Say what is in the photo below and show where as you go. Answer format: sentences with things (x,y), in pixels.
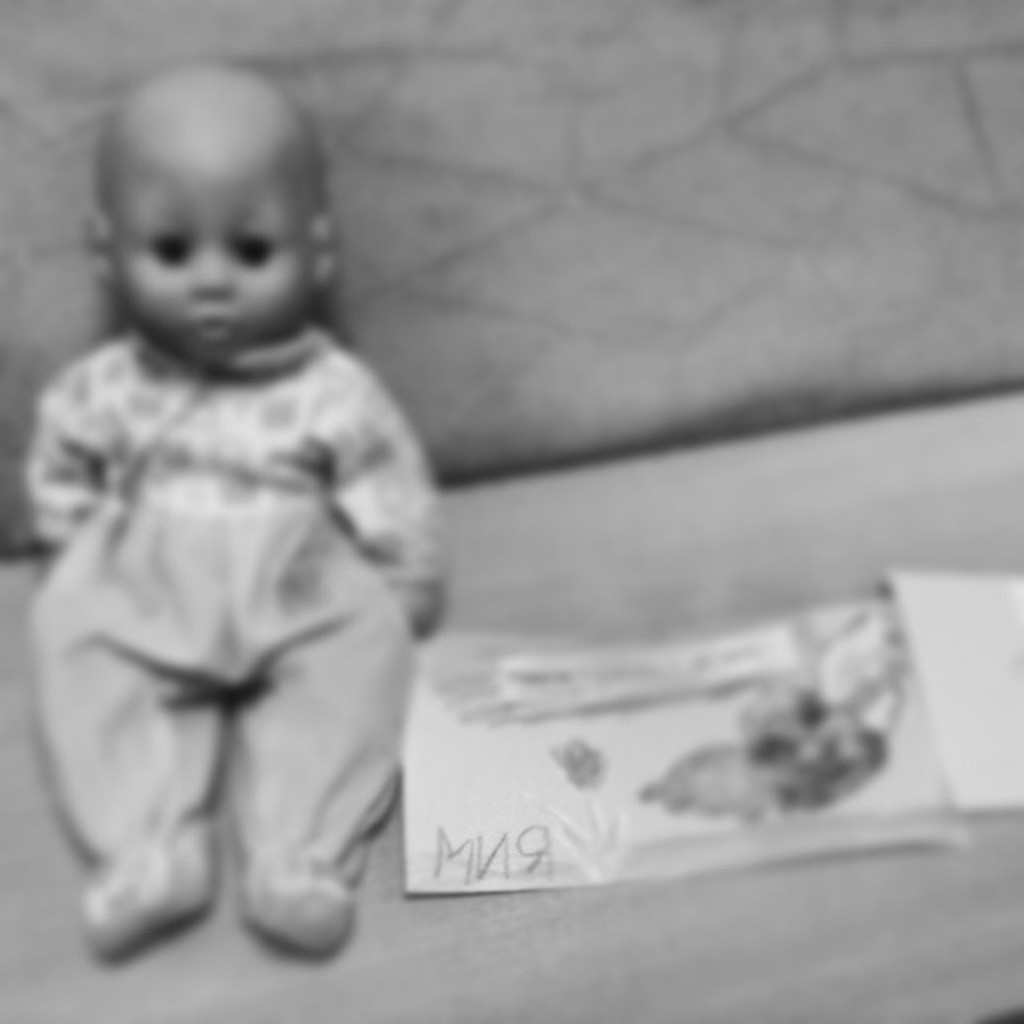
In this picture there is a toy (145,477) and there are papers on the sofa (41,281) and there is a text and there is a picture (580,704) of a flower (581,842) on the paper (444,682).
